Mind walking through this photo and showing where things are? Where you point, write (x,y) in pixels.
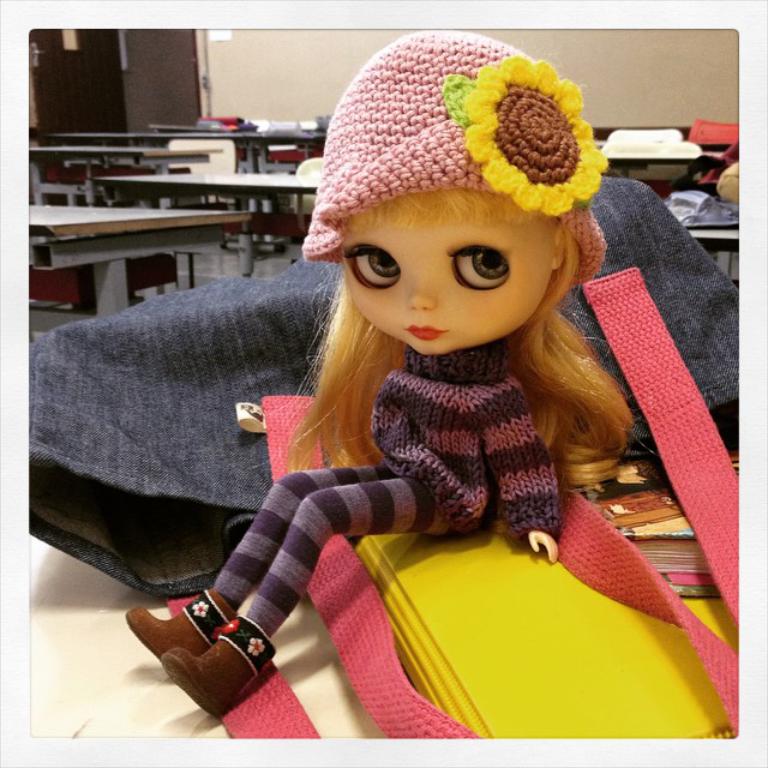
This picture is clicked inside the room (287,317). In the foreground (494,545) we can see a doll (445,359) sitting and we can see a cloth (211,577) and some other objects (677,473) and a book (676,548) are placed on the top of the table (52,605). In the background (213,100) we can see the wall (251,73), doors (131,59), tables (133,176), chairs (142,170) and many other objects (717,173).
